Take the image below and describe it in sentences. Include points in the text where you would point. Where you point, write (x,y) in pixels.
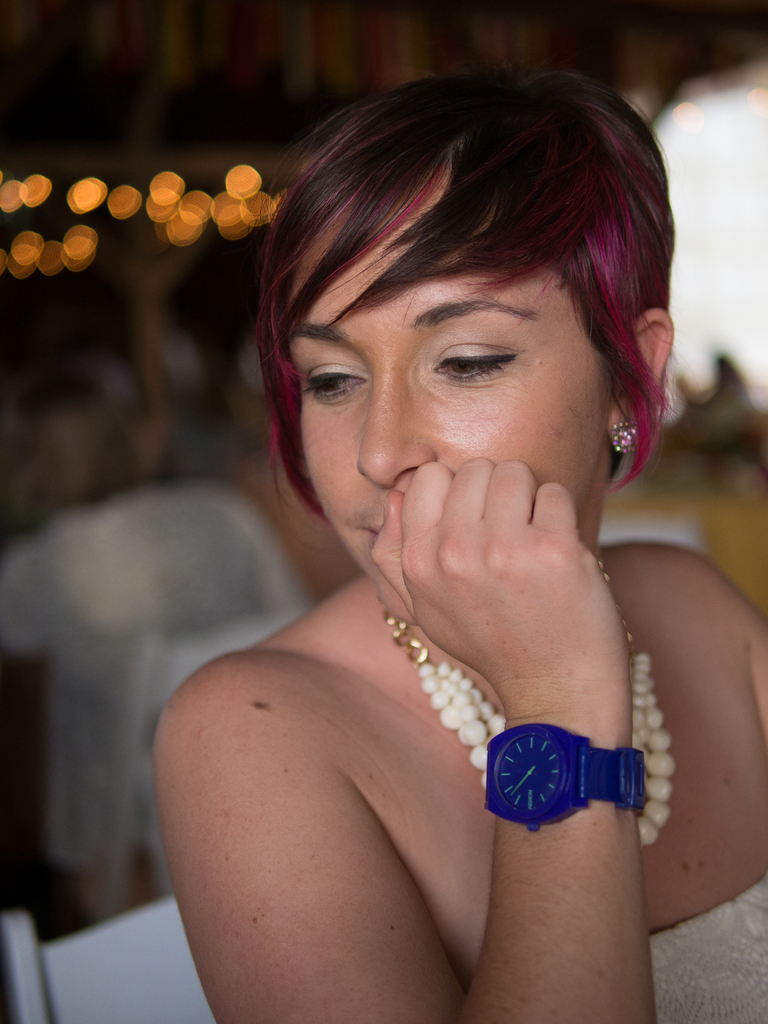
In this image we can see a woman (356,726) sitting on a chair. On the backside (295,550) we can see some lights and two people (247,545) sitting on the chairs (269,624).
